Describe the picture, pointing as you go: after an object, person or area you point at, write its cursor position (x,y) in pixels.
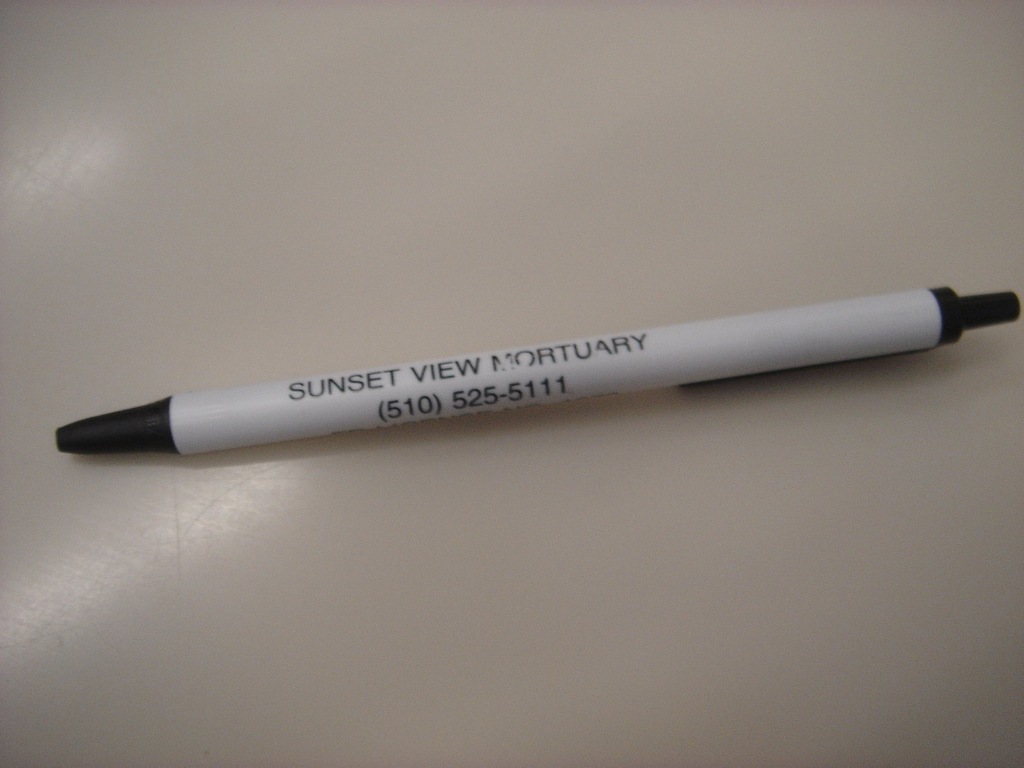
In the center of the image (549,381), we can see a pen (543,395) with some text (336,387) and numbers (408,408). At the bottom (598,594), there is a white surface (464,340).
